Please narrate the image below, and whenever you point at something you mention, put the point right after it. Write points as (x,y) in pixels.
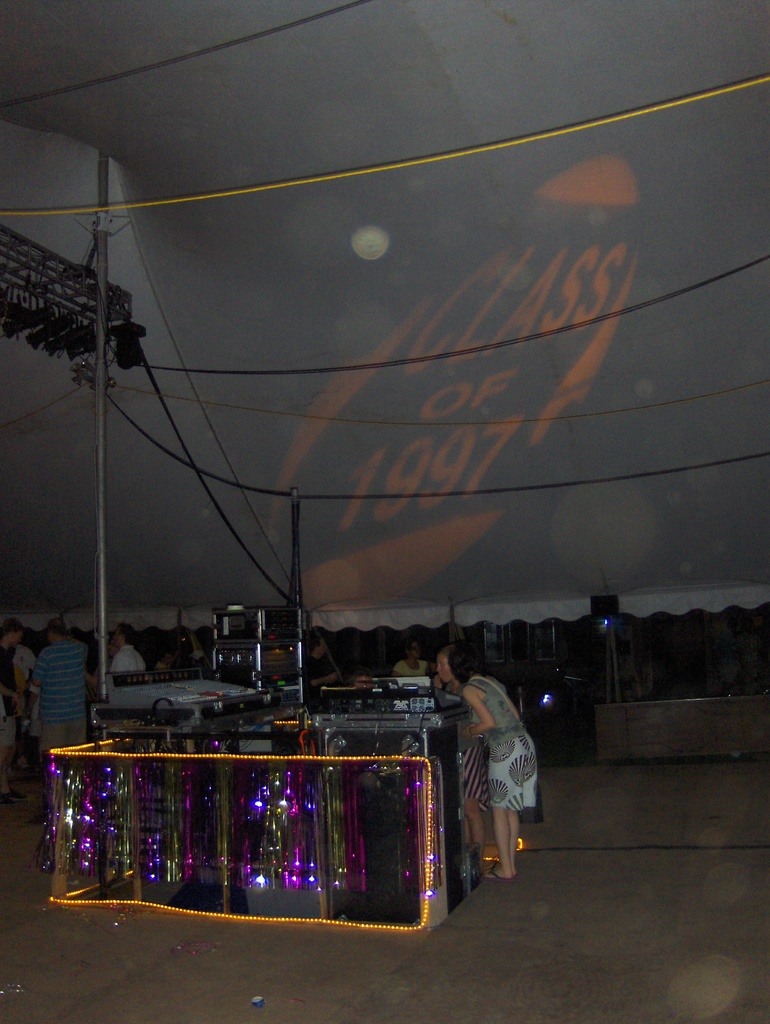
In this image there are a few people (509,727) standing under the tent (473,371). Around them there are few objects (319,834) decorated with lights (81,891). There is a pole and a rope (738,87). Over the tent (516,288) there is some text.
